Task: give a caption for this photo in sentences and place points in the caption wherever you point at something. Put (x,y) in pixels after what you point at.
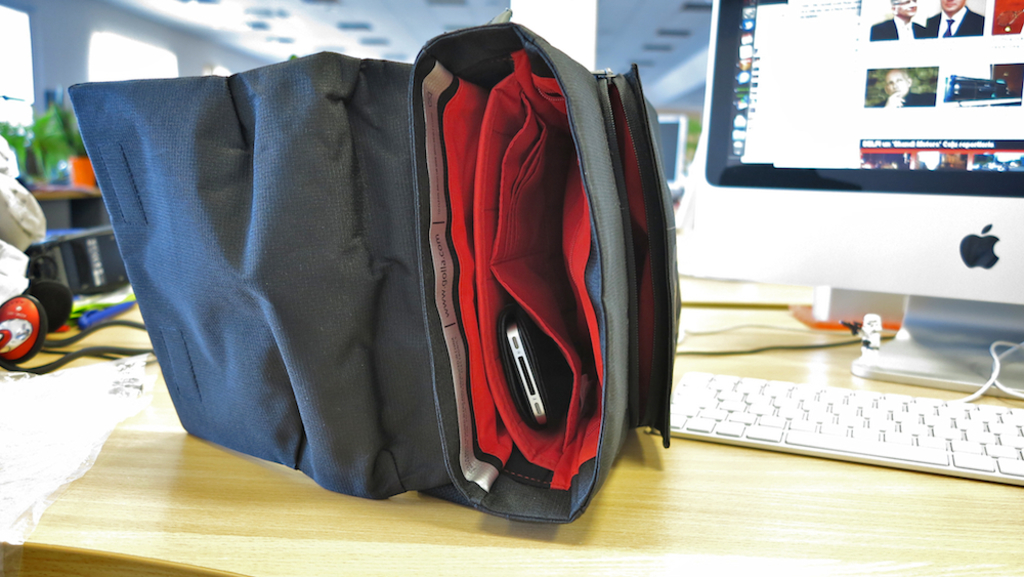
There is a computer (871,236), keyboard (902,426) and a bag (562,345) with mobile (528,388) in it and headset (40,319) on a table (474,537).
